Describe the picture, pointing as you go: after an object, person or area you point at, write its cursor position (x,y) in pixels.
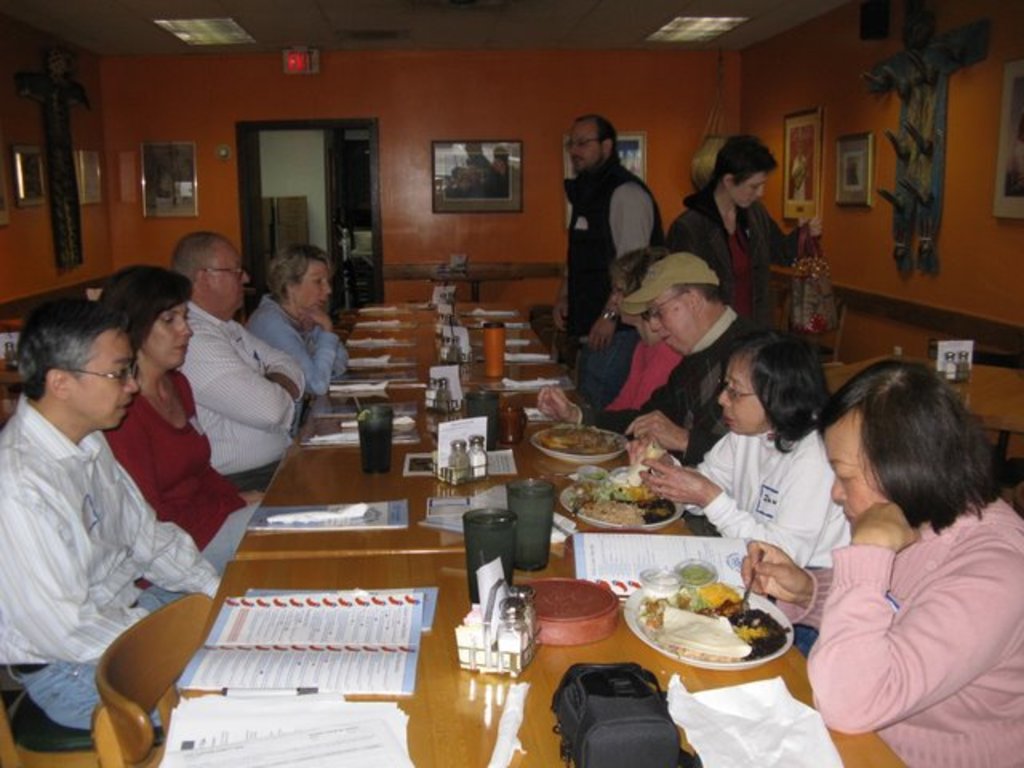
In this image, there is an inside view of a room (212,60). there are some persons (981,660) wearing clothes (237,343) and sitting in front of the table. This table (347,477) contains plates (626,473), glasses (522,533), bag (668,715) and some papers (378,712). There are some photo frames (793,161) at the top of the image (796,136).
